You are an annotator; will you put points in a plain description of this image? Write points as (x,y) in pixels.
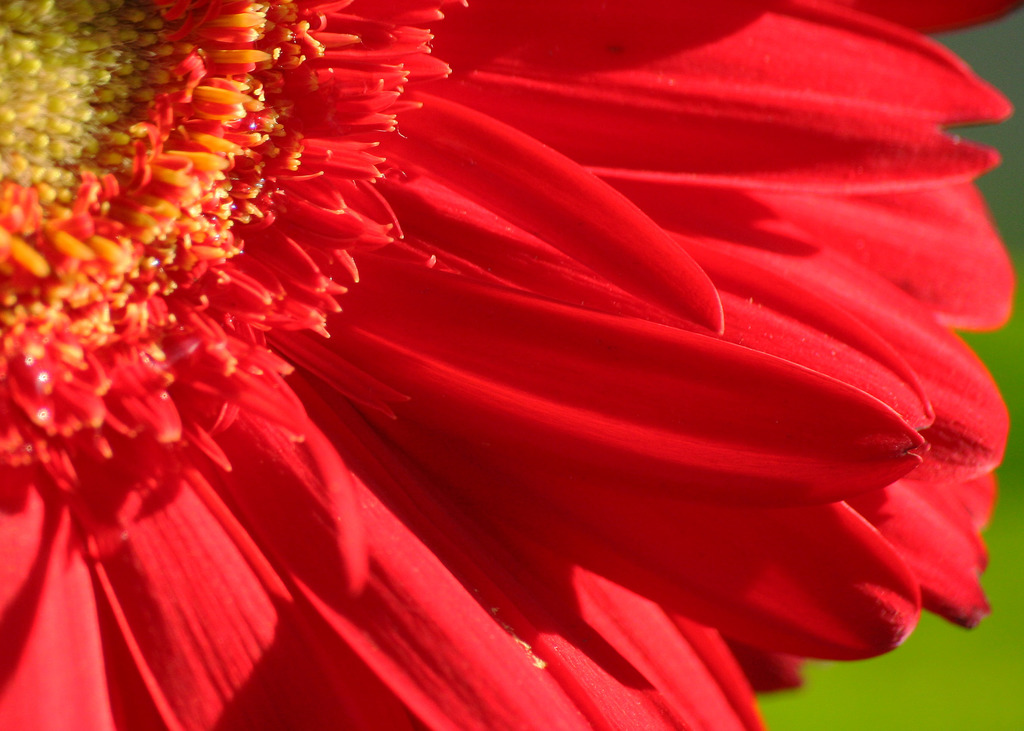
This image consists of a flower (502,432). It is in red color.
